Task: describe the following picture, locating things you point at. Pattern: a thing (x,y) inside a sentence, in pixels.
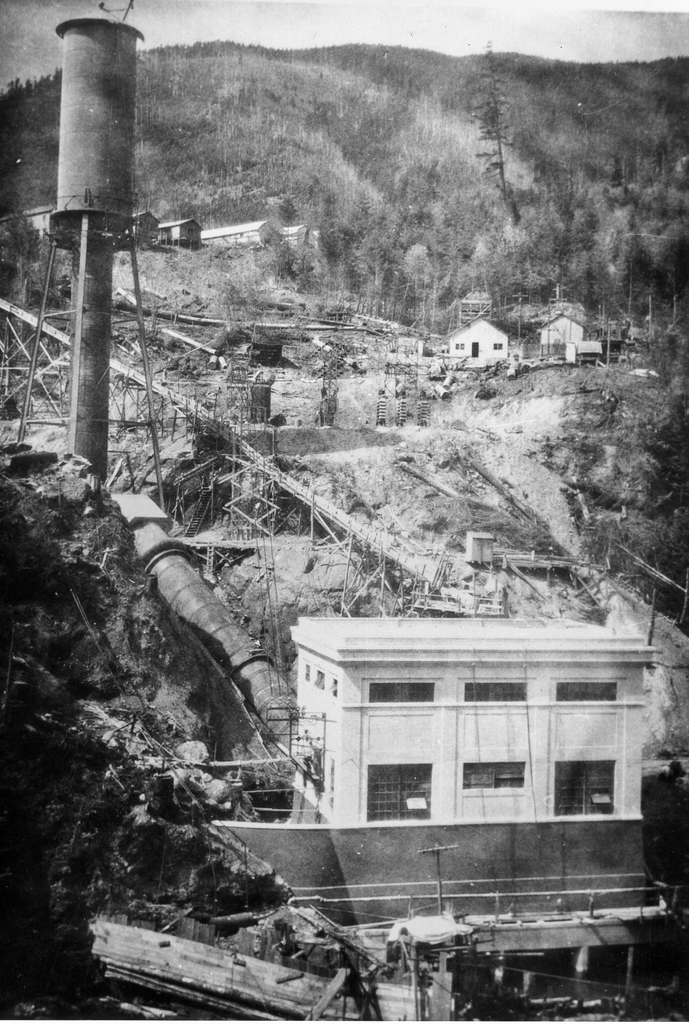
This is a black and white and an aerial view image which consists of houses (426,798), pipes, water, tanks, trees (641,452), plants (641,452) and mountains (658,257).
